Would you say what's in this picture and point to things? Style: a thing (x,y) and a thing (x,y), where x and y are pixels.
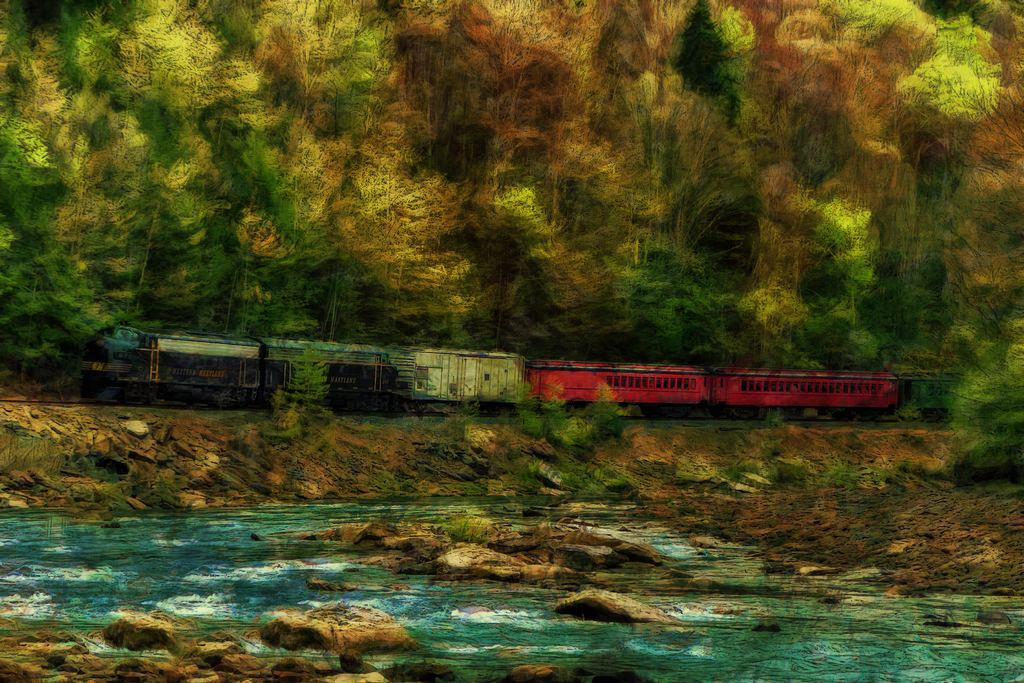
In this image, we can see some art of a train (498,400), some water (530,597) with rocks (410,571). We can also see some trees (252,208).
